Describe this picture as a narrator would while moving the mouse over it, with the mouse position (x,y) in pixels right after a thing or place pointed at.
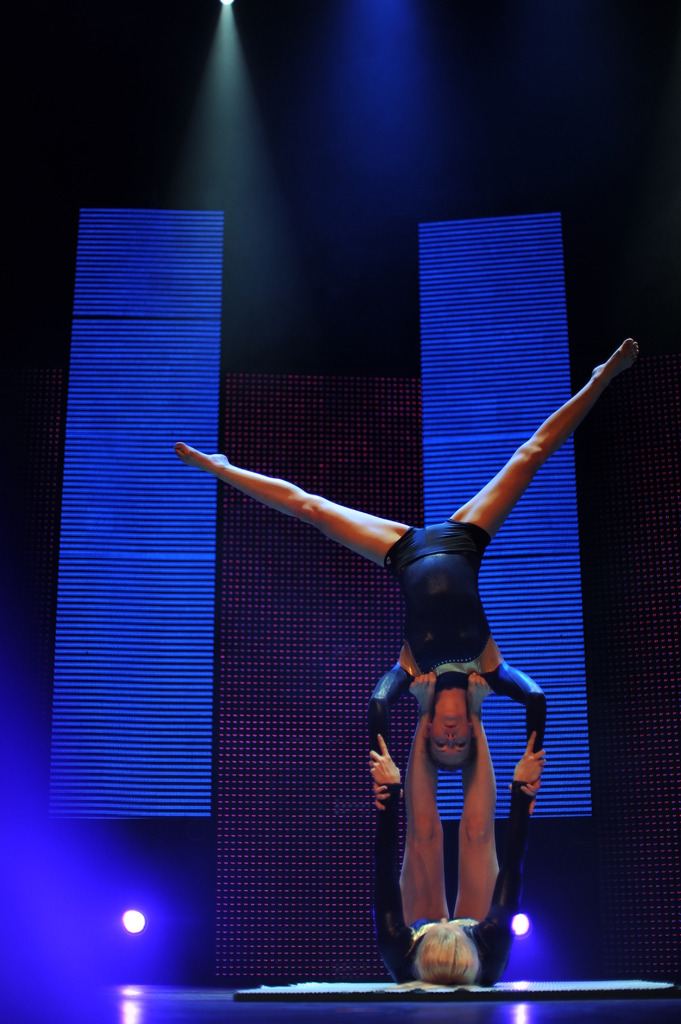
In this image we can see two ladies (297,499) performing gymnastics. In the background of the image (71,684) there is screen (312,826). At the bottom of the image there are lights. At the top of the image (405,24) there are lights (230,25).
